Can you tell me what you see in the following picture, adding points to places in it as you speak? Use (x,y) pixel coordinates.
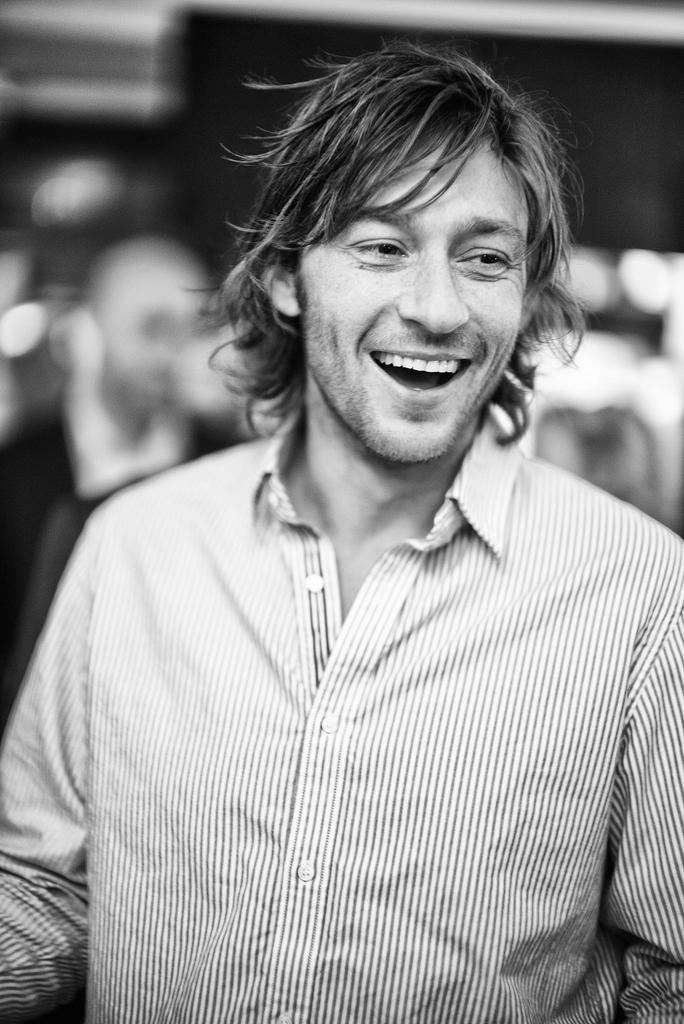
This is a black and white image of a man (304,534) and he is smiling. In the background (308,35) it is blurred.
